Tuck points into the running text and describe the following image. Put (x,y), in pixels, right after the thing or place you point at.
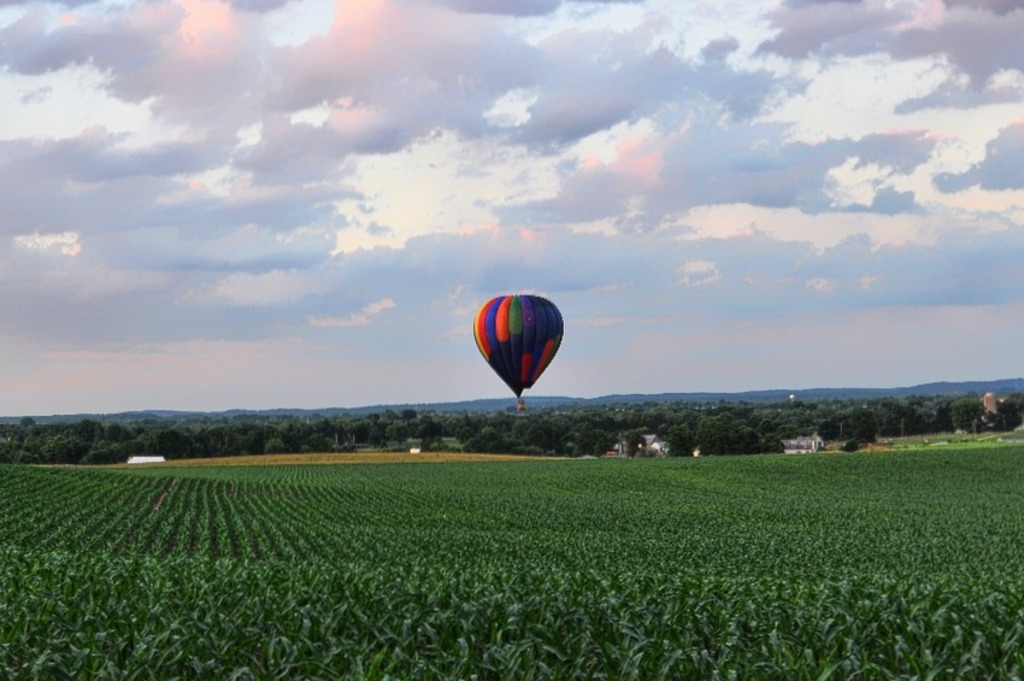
In the center of the image (515,323) there is a hot air balloon (525,388). At the bottom of the image (626,479) we can see plants (292,523). In the background (844,446) we can see trees (510,426), buildings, sky (729,117) and clouds (318,86).
